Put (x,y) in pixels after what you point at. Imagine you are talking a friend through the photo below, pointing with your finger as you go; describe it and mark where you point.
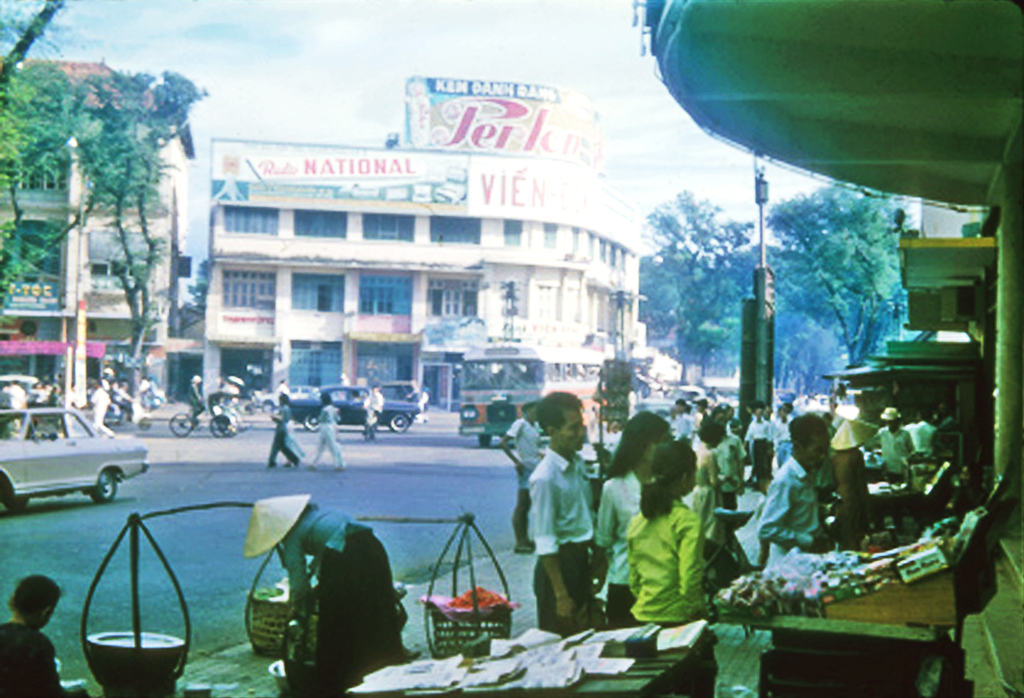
In the picture we can see some stalls (945,465) and near it, we can see some people (794,516) are standing and beside them, we can see the road (434,481) with some vehicles (494,408) and behind it, we can see the building (433,304) with windows (433,304) and beside the building (549,269) we can see the trees (35,112) and in the background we can see the sky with clouds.
